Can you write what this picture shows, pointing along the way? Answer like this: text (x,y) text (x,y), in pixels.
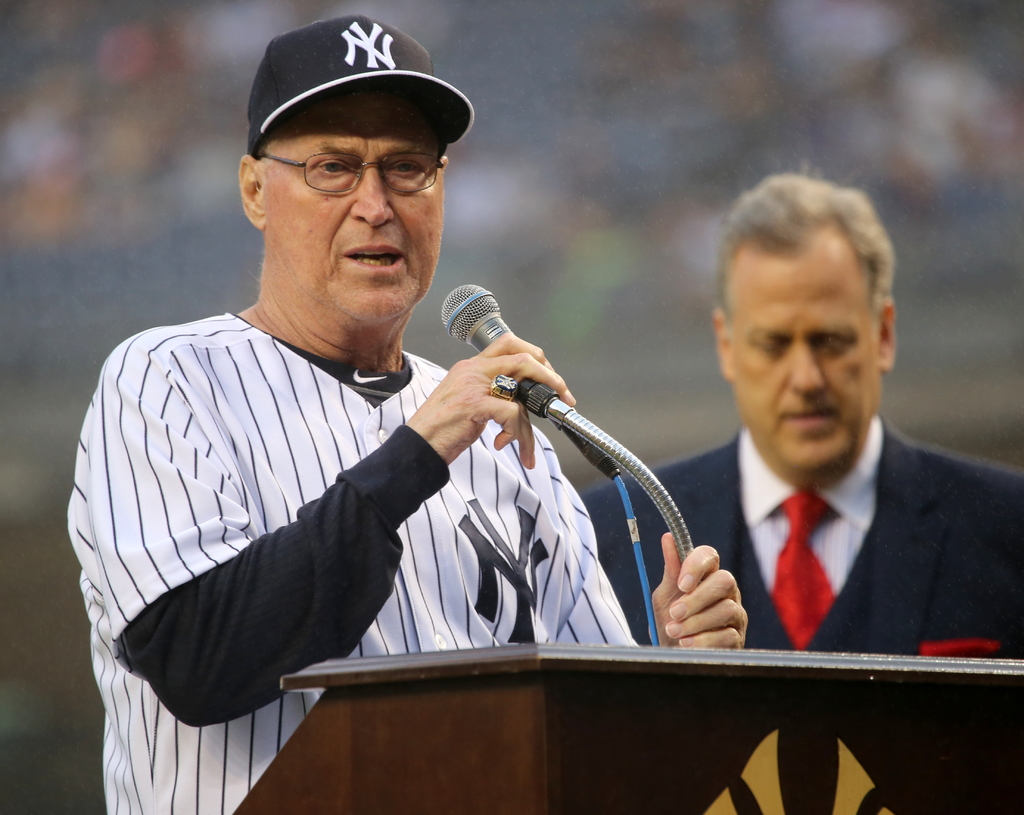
In this image I can see two people (481,525) with different color dresses (413,534). I can see one person (276,400) standing in-front of the podium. On the podium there is a mic (448,319). I can also see the person (356,328) wearing the cap (326,65). And there is a blurred background (940,185).
